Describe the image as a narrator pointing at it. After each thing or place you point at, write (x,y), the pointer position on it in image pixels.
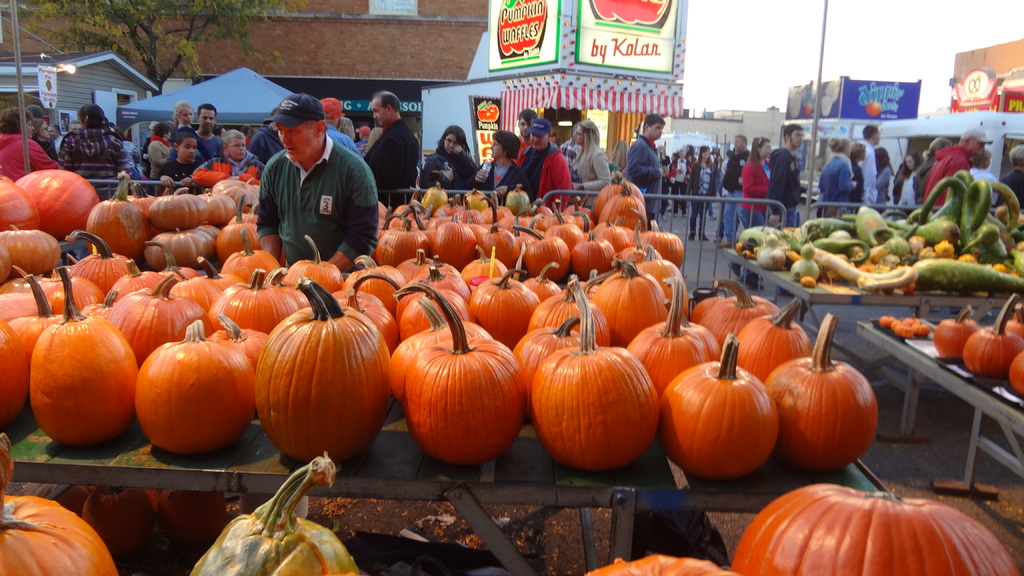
In this image in front (583,412) there are pumpkins (479,441) on the tables (593,477). On the right side of the image (954,277) there are a few vegetables (847,254) on the table (826,288). Behind the table (753,265) there is a metal fence (669,201). There are people (656,171) standing on the road (692,251). In the background of the image (775,109) there are buildings (311,1), poles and sky (774,37). On the left side of the image (227,15) there is a tree (229,34) and there are lights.
